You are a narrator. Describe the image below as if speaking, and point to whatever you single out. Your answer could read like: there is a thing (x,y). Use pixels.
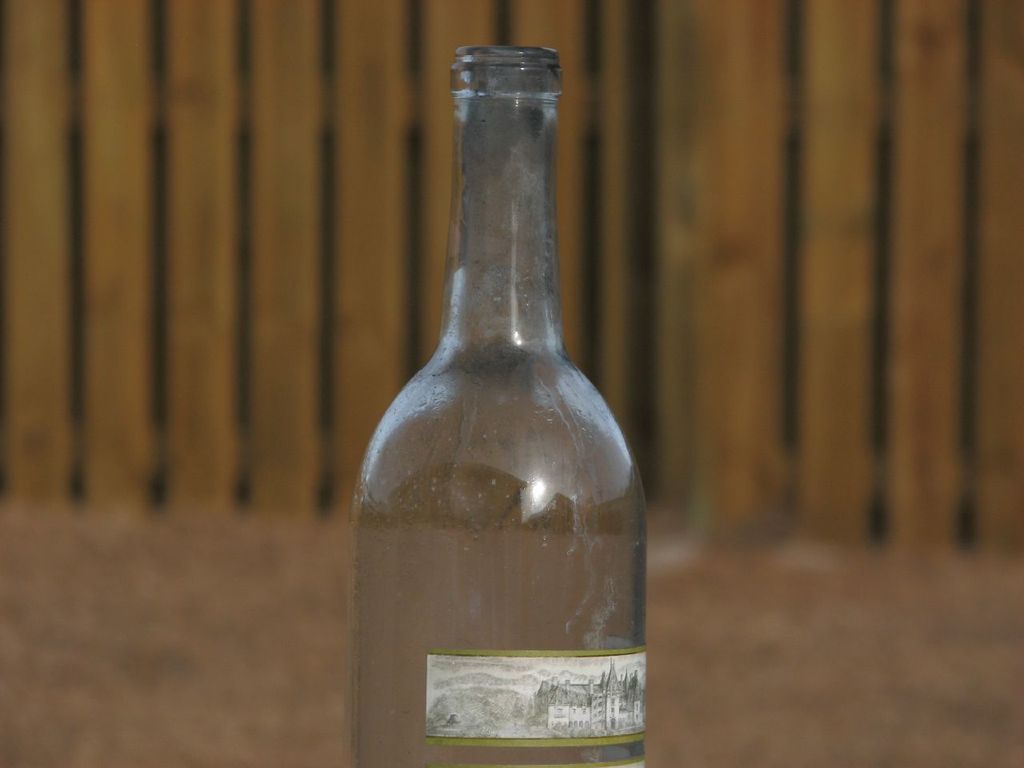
in the picture there is an empty bottle (559,483).
